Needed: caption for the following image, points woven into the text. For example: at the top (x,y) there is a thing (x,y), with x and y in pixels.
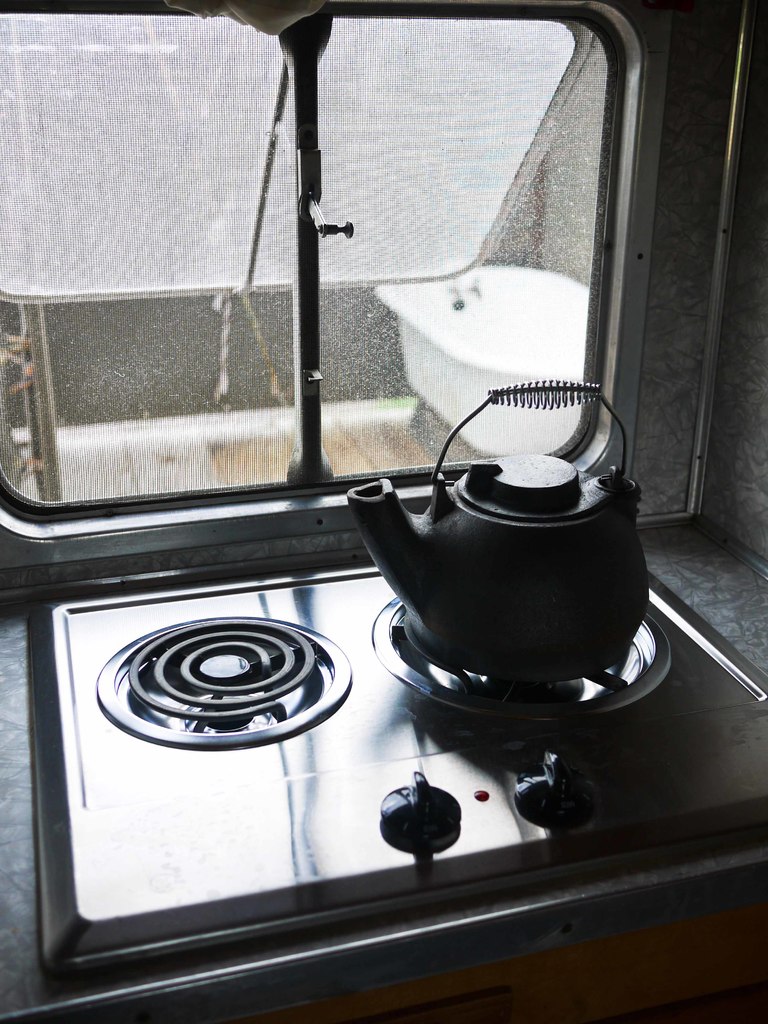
In this image we can see an inside view of a room (689,489). In the center of the image (502,583) we can see a kettle (520,587) placed on a stove (505,693). In the background (527,357), we can see a window (426,393) and a bathtub (557,409) placed on the ground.
